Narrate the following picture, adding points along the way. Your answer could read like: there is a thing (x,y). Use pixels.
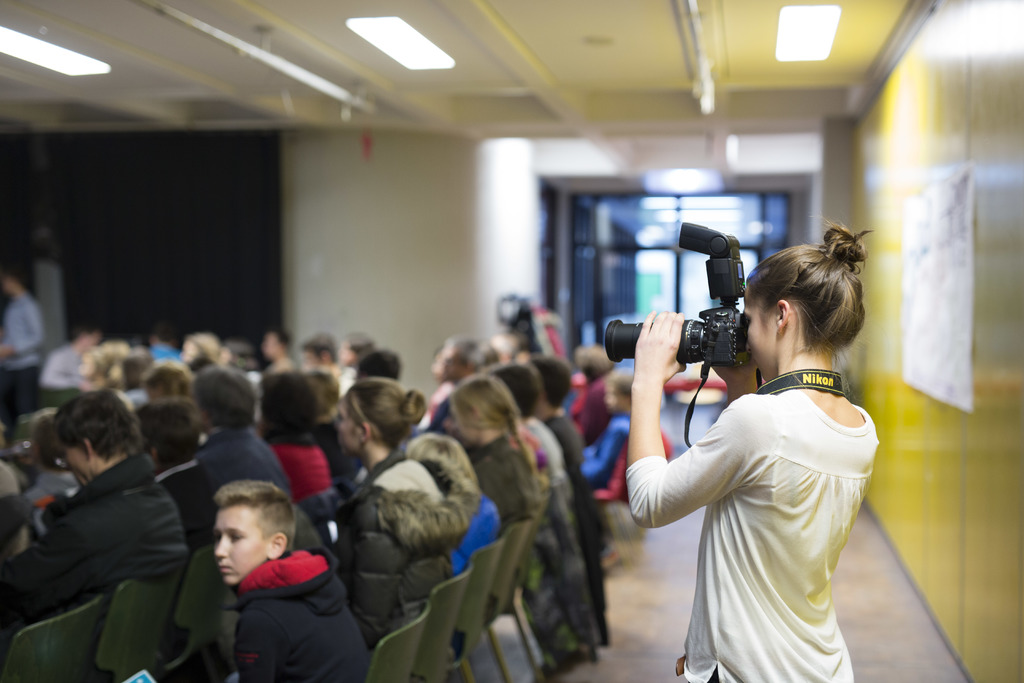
In this picture we can see a woman (834,538) in the white t shirt (796,517) is holding a camera (695,340). In front of the women (764,504) there are groups of people (99,369) sitting and a person (25,322) is standing. Behind the woman (776,451) there is a wall (937,495) with a banner (956,375) and at the top (816,21) there are lights (804,24).
